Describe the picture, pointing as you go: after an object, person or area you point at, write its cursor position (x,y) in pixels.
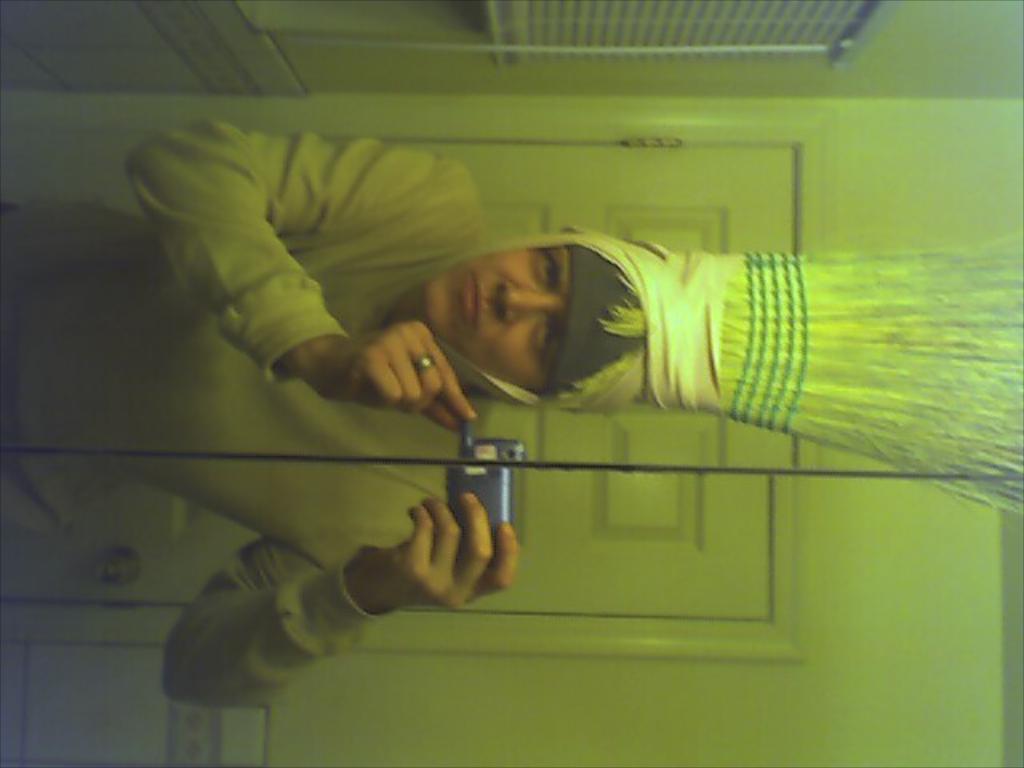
In this image we can see a mirror (475,369). We can see the reflection (442,560) of a person (453,572), a door (576,511) and an object (718,19) in the mirror (582,501). A person (389,262) is wearing a costume (375,271) in the image.
